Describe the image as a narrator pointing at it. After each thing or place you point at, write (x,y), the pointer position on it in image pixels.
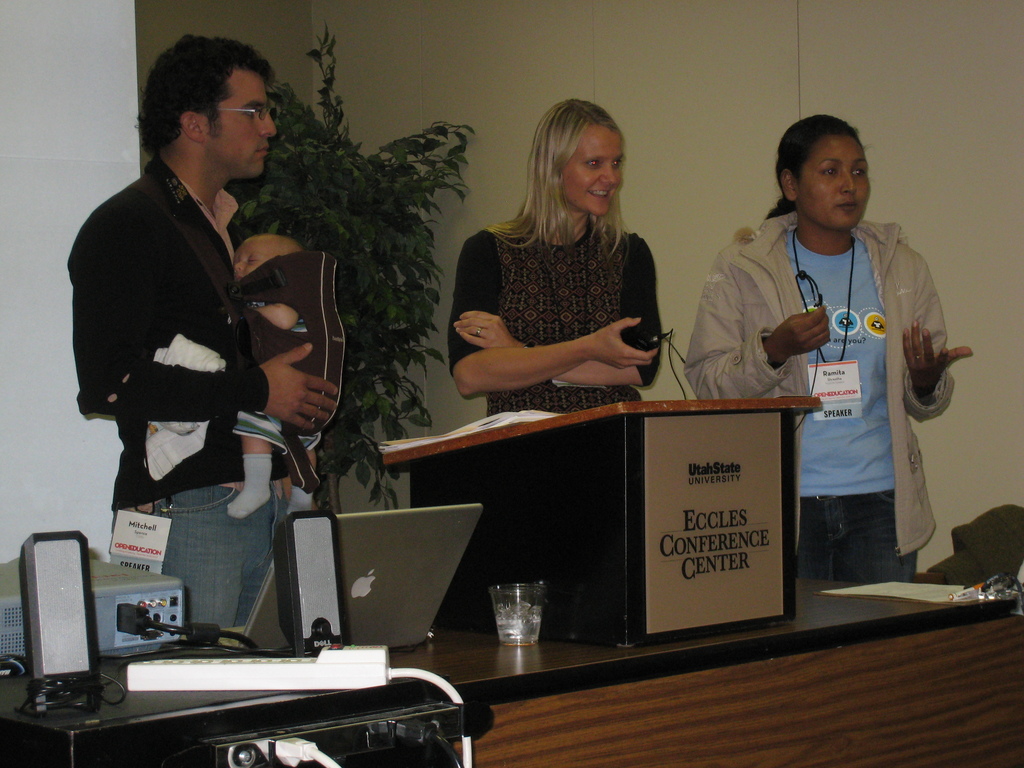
In the image we can see there are three people (591,277) who are standing and on table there is laptop (436,597), glass (511,628), projector (154,615) and switch board (317,662).
